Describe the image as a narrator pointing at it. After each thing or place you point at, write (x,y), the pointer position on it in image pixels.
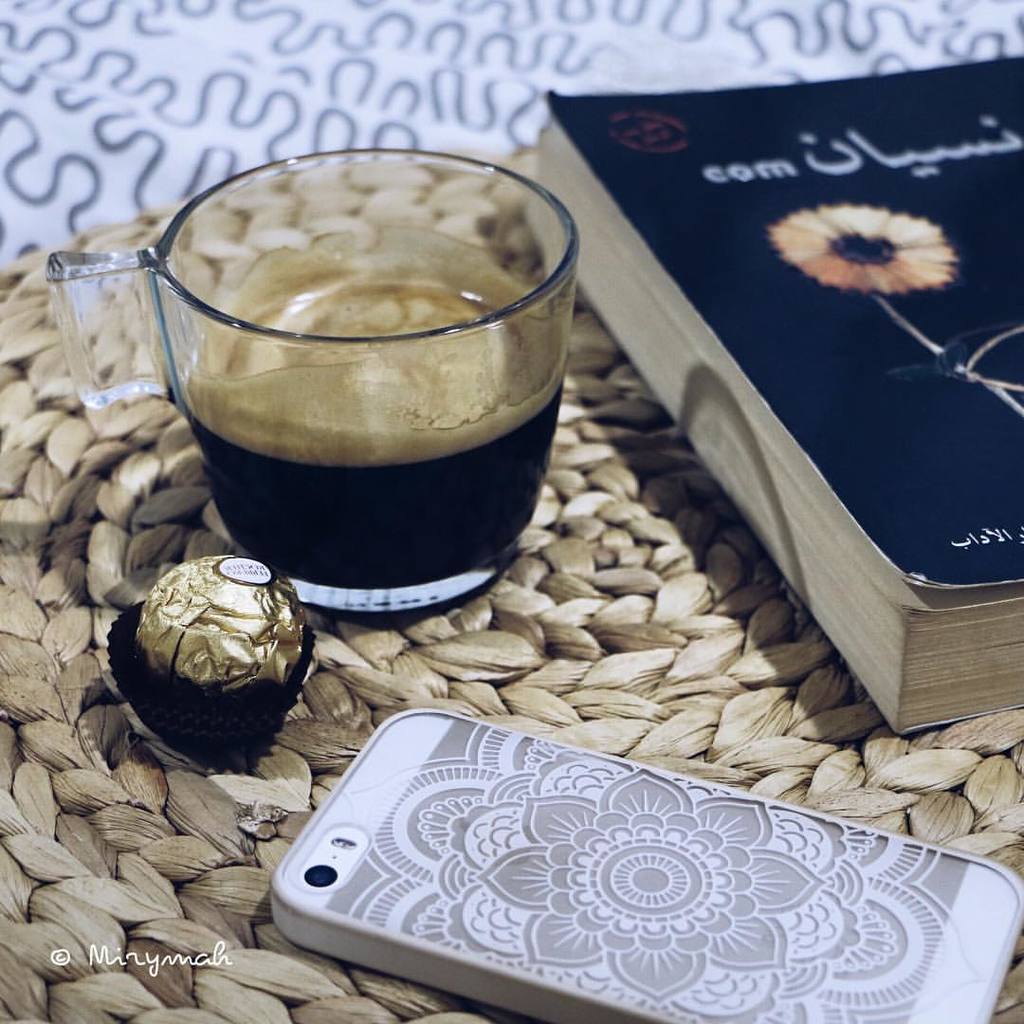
In the picture we can see a table mat (45,366) on it, we can see a glass (465,379) with a drink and beside it, we can see a chocolate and a mobile phone (483,896) which is white in color with some designs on it and a book (843,418) beside it with a black color on it.
